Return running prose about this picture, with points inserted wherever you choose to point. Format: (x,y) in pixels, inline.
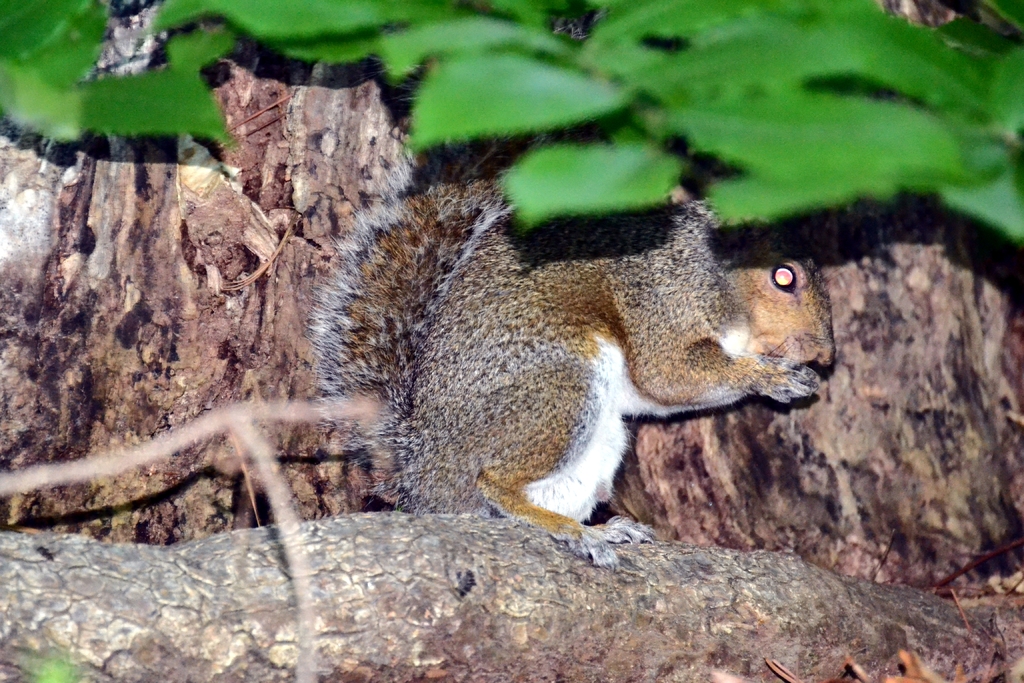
This picture is clicked outside. In the center (534,378) there is an animal (361,284) seems to be the squirrel (675,298) holding some object (821,365) and standing on the branch (588,598) of a tree (219,582). At the top (611,81) we can see the green leaves (471,77). In the background (943,289) there is an object (272,191) seems to be the trunk (195,193) of the tree (894,272).
